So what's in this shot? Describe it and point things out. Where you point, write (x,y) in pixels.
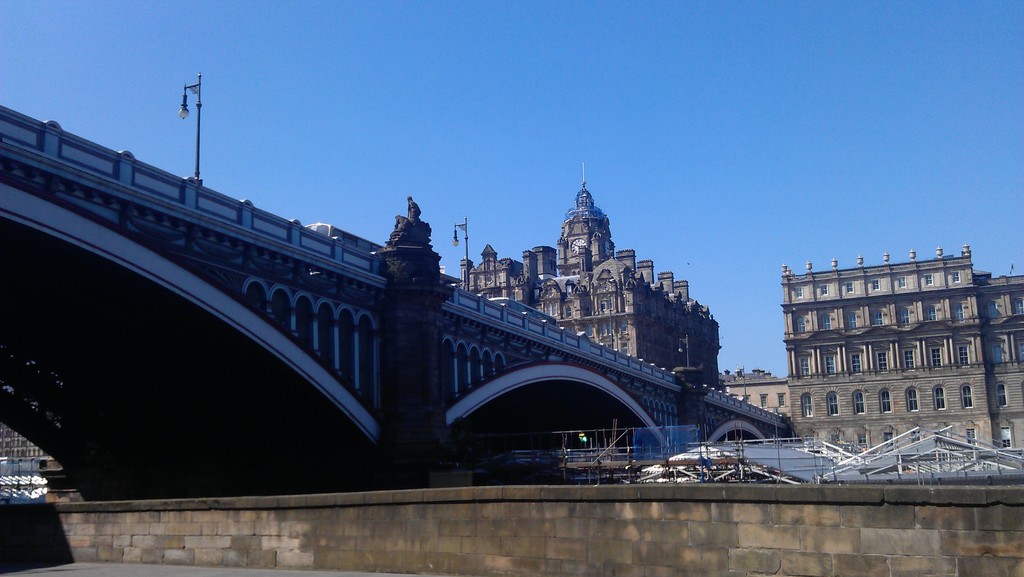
In this image in front (402,552) there is a wall (417,549). In the center of the image (519,363) there are vehicles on the bridge (351,314). There are street lights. There are roofs (811,445) on the right side of the image (841,453). In the background of the image (807,306) there are buildings (686,288) and sky (630,59).
